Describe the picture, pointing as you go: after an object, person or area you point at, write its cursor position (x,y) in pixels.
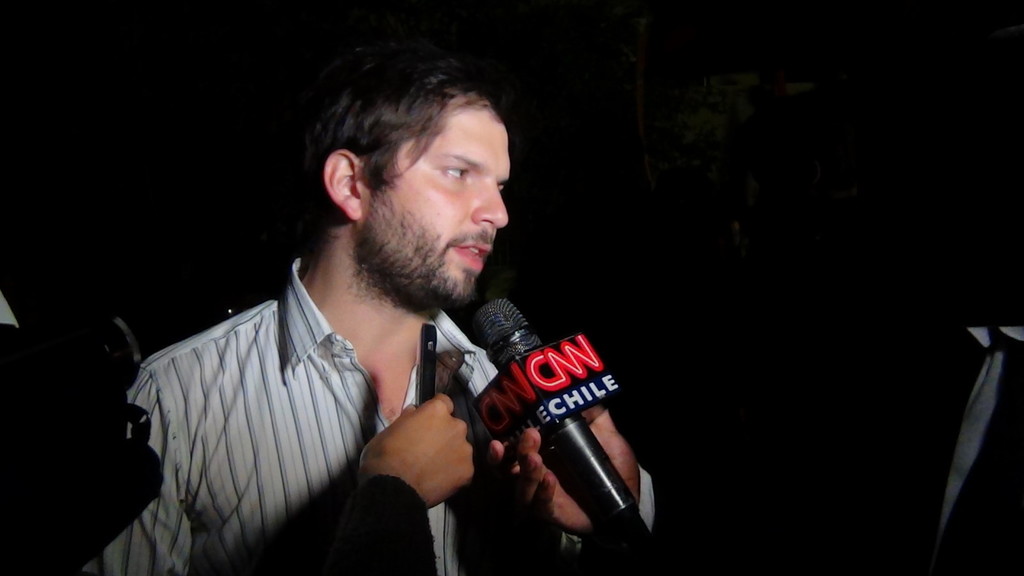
This person (218,399) standing. We can see microphone (563,438).
